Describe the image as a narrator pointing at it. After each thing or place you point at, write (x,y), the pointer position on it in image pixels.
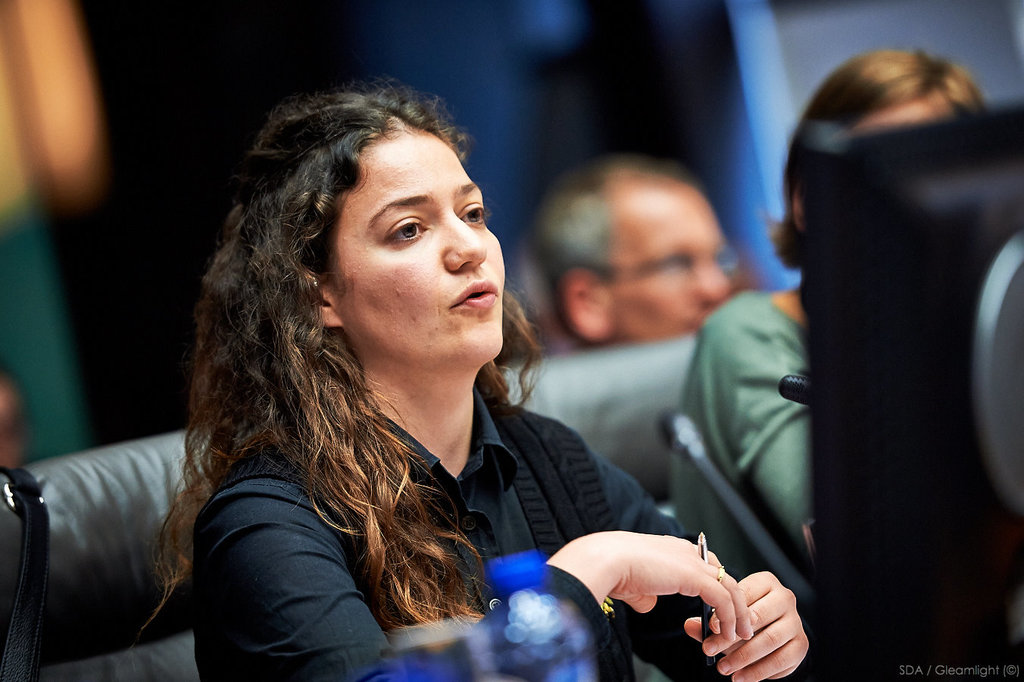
Here we can see a woman (315,548) sitting on the chair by holding a pen (707,626) in her hands (689,590) and there is a bottle (493,634) over here. In the background (740,461) the image is blur but we can see a man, woman (738,415), microphones (715,473) and an object (945,299) on the right side (927,334).
